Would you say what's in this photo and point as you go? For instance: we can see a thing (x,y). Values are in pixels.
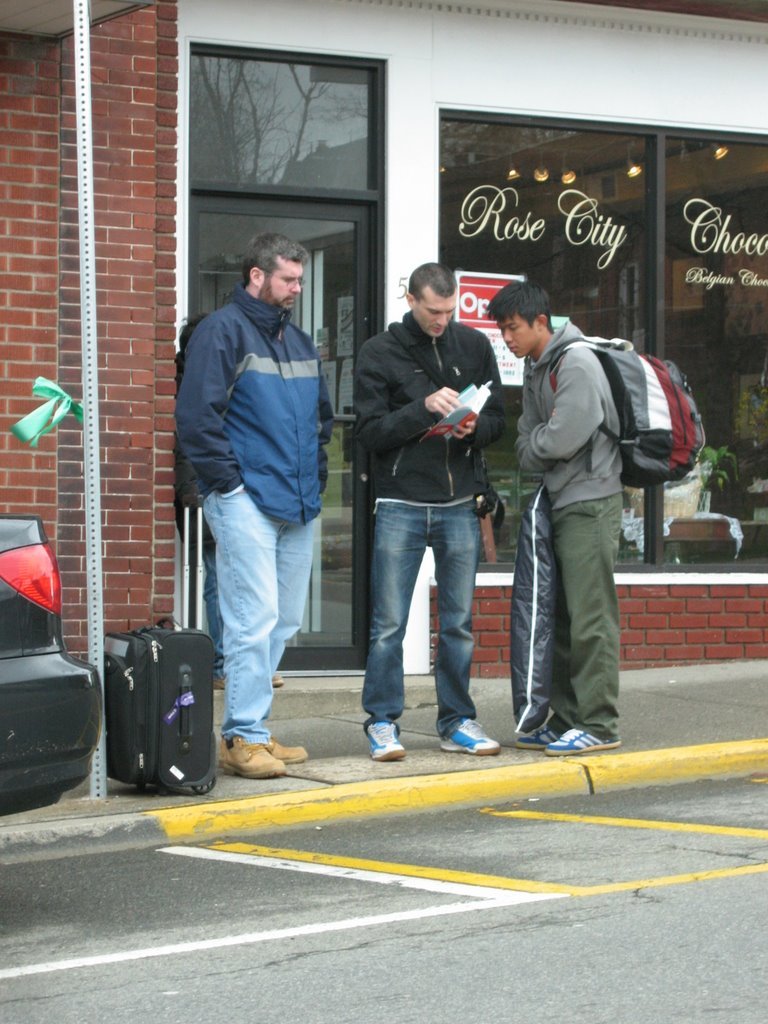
In this picture we can see three persons (437,263) on right side (616,414) man (616,413) carrying bag (631,372), in middle (416,382) searching something in the book (436,428) and left side person (253,420) is watching them and in the background (71,268) we can see building (325,147) with glass doors (339,216) and windows (644,277) and in front of them there is a road (555,972) and here it is a car (20,563) and this three persons (242,390) are standing on foot path (325,764).
